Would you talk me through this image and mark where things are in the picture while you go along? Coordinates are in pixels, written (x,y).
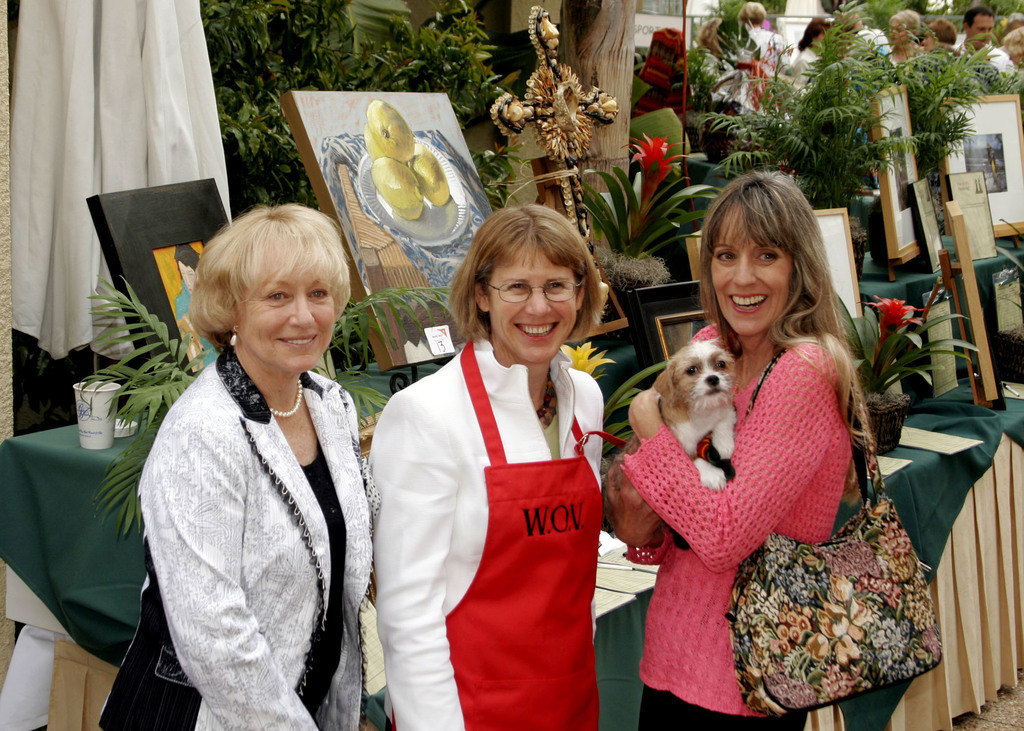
In this image there are three women (455,588) standing in the front (471,558) and facing the camera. This image is clicked outside. To the right (741,416), the women (762,366) wearing pink shirt (807,419), is holding a dog (712,465). In the middle (512,477) the woman (523,587) is wearing a red apron (481,424). In the background (213,53) there are paintings (386,153), photo frames (969,158), and trees (797,147) and a white cloth (105,118) to the left top (123,134).
